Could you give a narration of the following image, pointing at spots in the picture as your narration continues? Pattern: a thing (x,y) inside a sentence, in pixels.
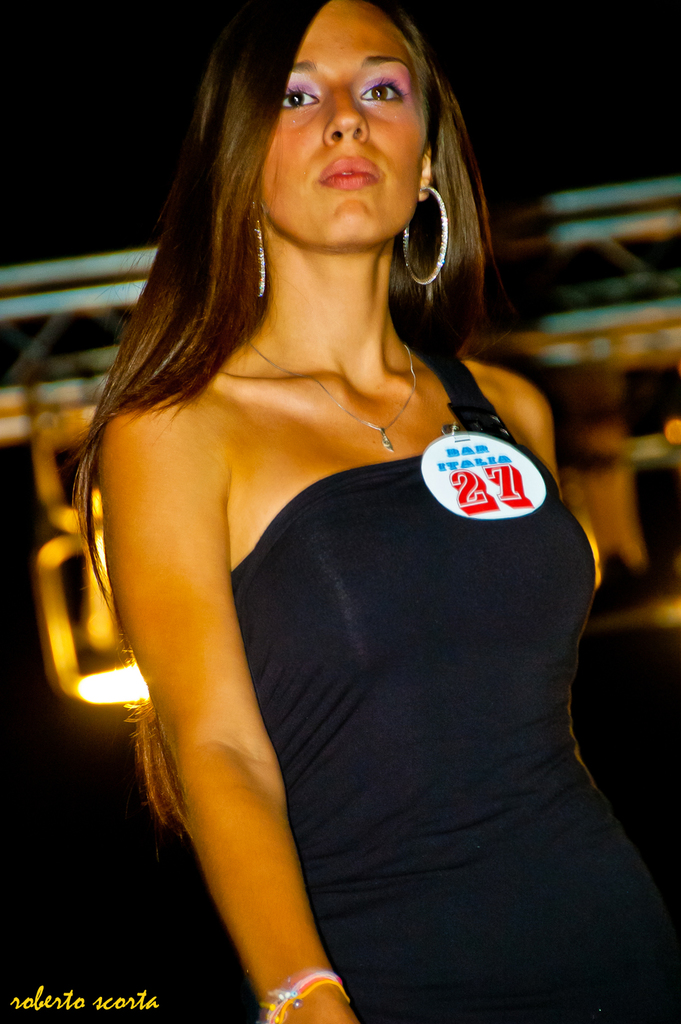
In this picture we can see a woman (326,663) and there is a dark background (615,32).
